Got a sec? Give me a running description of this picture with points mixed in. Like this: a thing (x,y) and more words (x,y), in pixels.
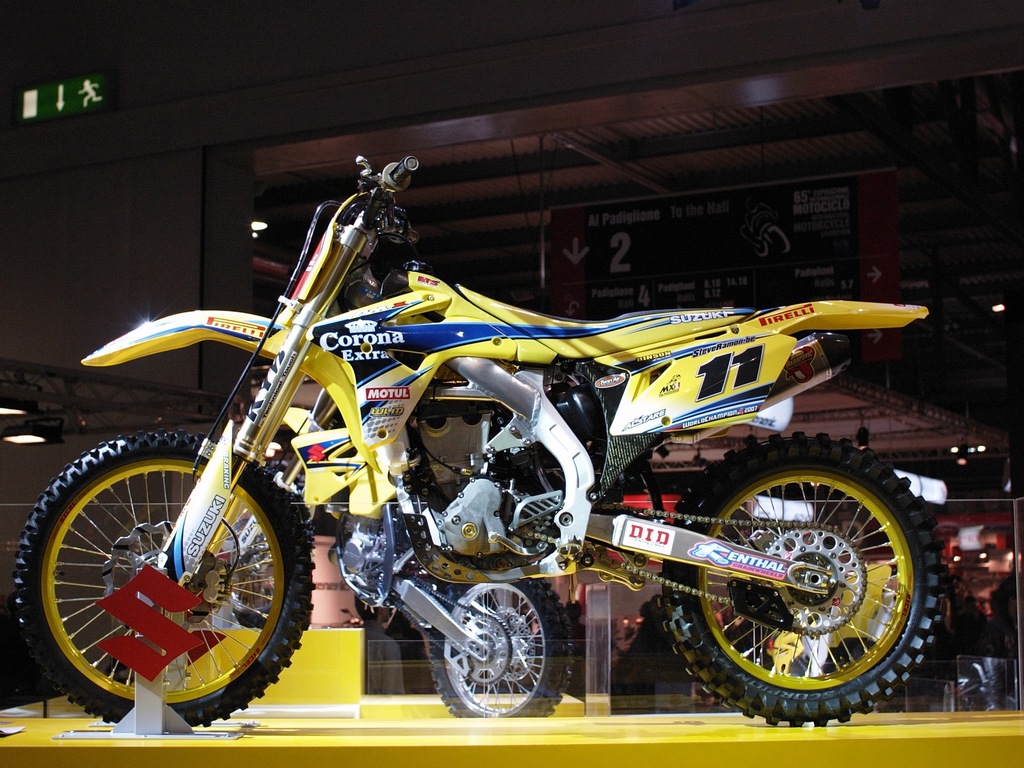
In the center of the image (342,342) there is a yellow color bike (485,511). In the background of the image (131,245) there is a wall (164,186). There is board (608,202) with some text (712,287) on it.
